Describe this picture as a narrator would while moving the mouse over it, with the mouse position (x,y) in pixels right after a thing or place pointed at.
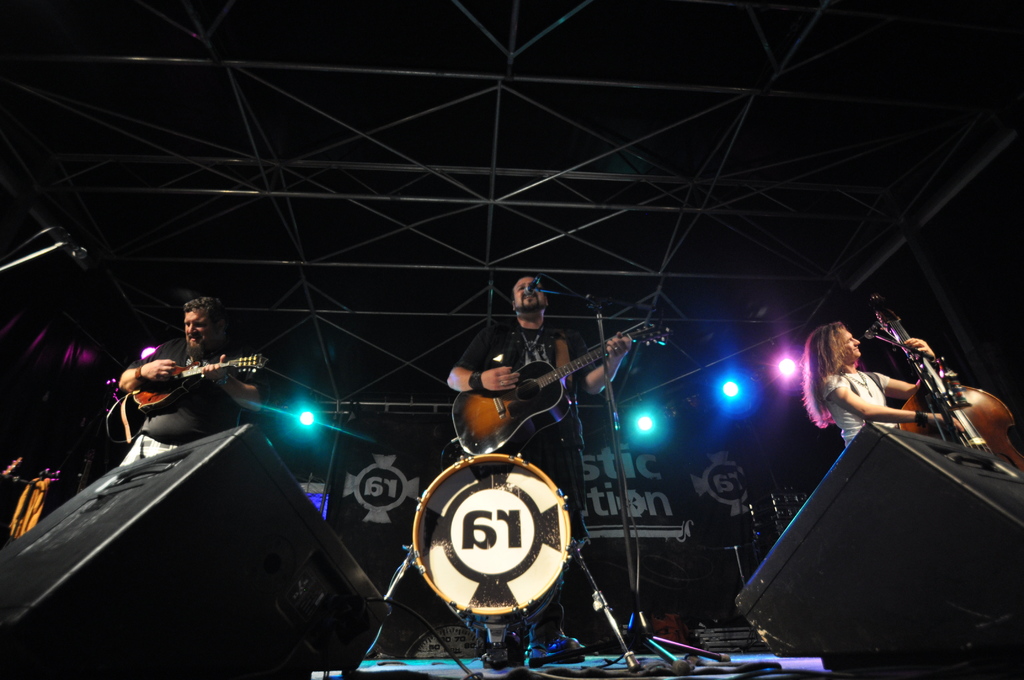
there are three people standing on a stage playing instruments (482,550) in front of them there are big sound boxes (5,615).
